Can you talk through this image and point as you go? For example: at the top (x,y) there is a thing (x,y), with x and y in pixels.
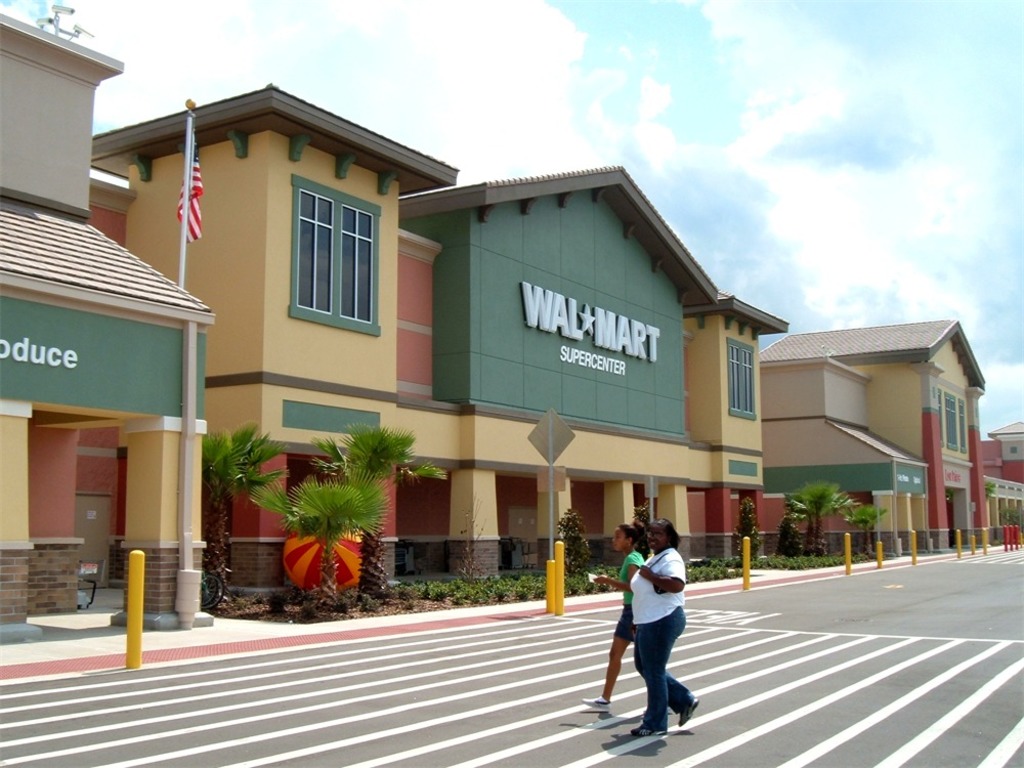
In the middle of the image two persons (626,539) are walking on the road (599,739). In the middle of the image (381,453) we can see some plants (639,516), poles (1018,532), sign boards (899,479), trees (1021,518) and buildings (220,174). At the top of the image (481,179) there are some clouds (1017,232) in the sky (202,28).
